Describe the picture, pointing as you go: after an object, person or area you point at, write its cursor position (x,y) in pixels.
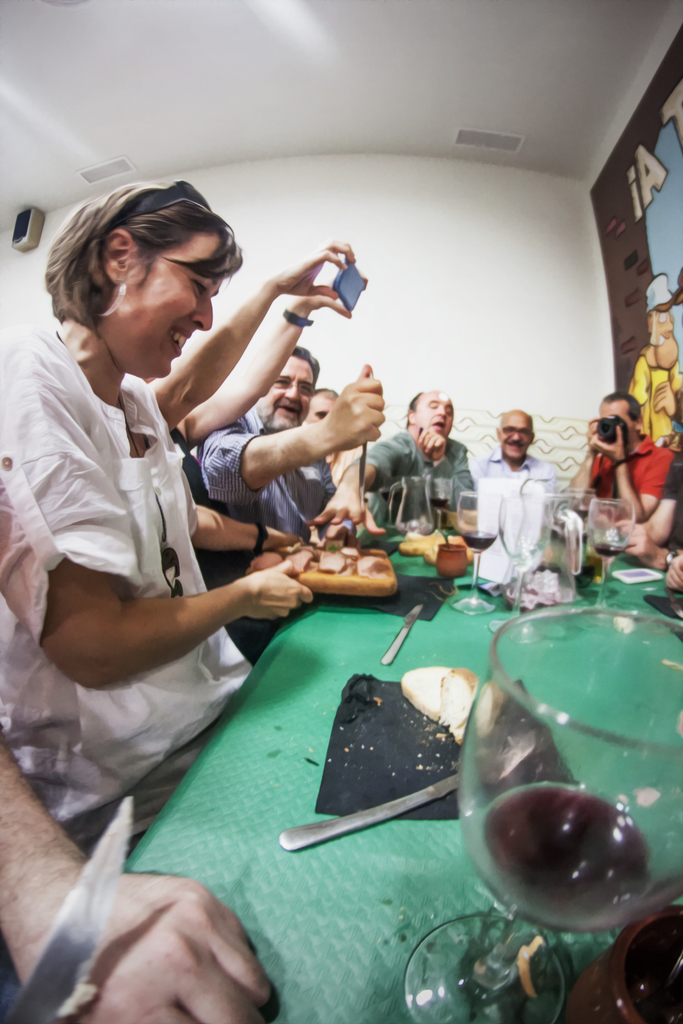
In this picture we can see a group of people (200,535) sitting and some people (301,443) are holding the objects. In front of the people (190,663), there is a table (254,818) and on the table (321,960), there are glasses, a knife (396,811) and some other objects (387,760). At the top left corner of the image (16,224), there is an object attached to a wall (415,217). On the right side of the image (620,238), there is a painting (608,238).
